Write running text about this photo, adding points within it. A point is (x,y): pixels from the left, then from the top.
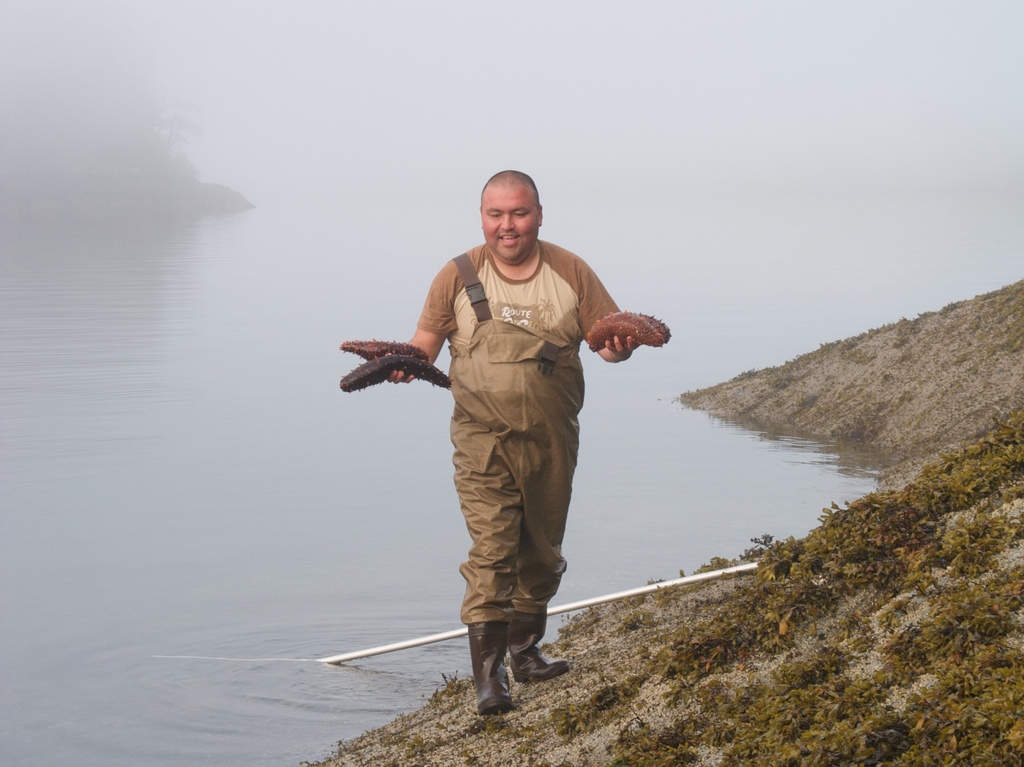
In the center of the picture (535,328) there is a man (539,285) holding sea cucumbers (663,344). In the foreground (805,646) there is land (823,616) and shrubs (779,573). In the center (398,312) there is water (246,419). In the background (169,163) there are trees (143,174). It is foggy.
